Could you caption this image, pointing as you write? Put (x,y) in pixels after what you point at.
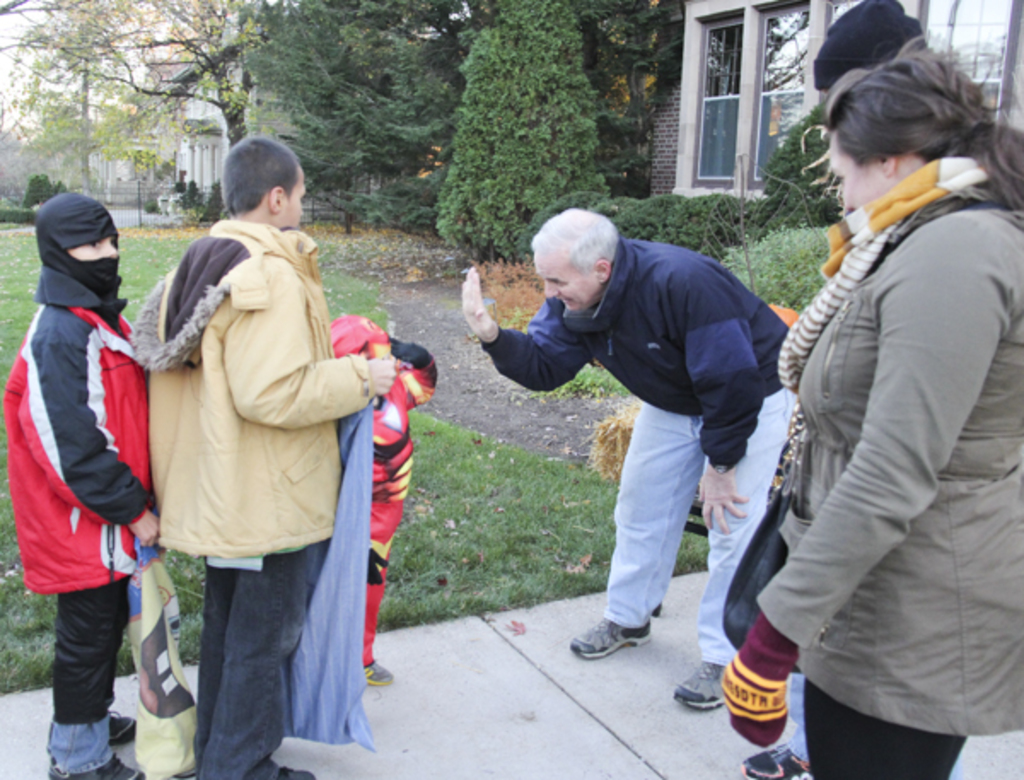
In this image, we can see few people (261,624) are standing on the walkway (619,724). Background (568,186) we can see grass (492,598), trees (551,145), plants (618,217), houses (193,176), walls (175,181), pillars (217,170), glass windows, grill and sky (5,115).
